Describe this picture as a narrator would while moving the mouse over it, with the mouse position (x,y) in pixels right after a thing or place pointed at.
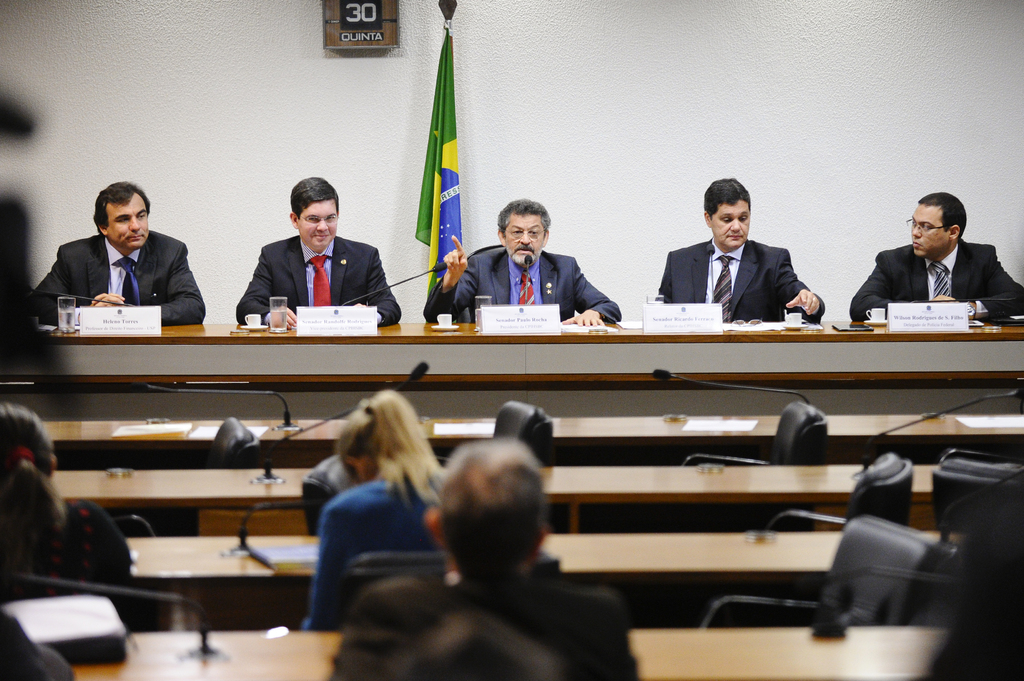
In the image we can see there are people (101,204) who are sitting on chair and in front of them there are people (457,577) who are sitting on chairs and they are looking at each other.
